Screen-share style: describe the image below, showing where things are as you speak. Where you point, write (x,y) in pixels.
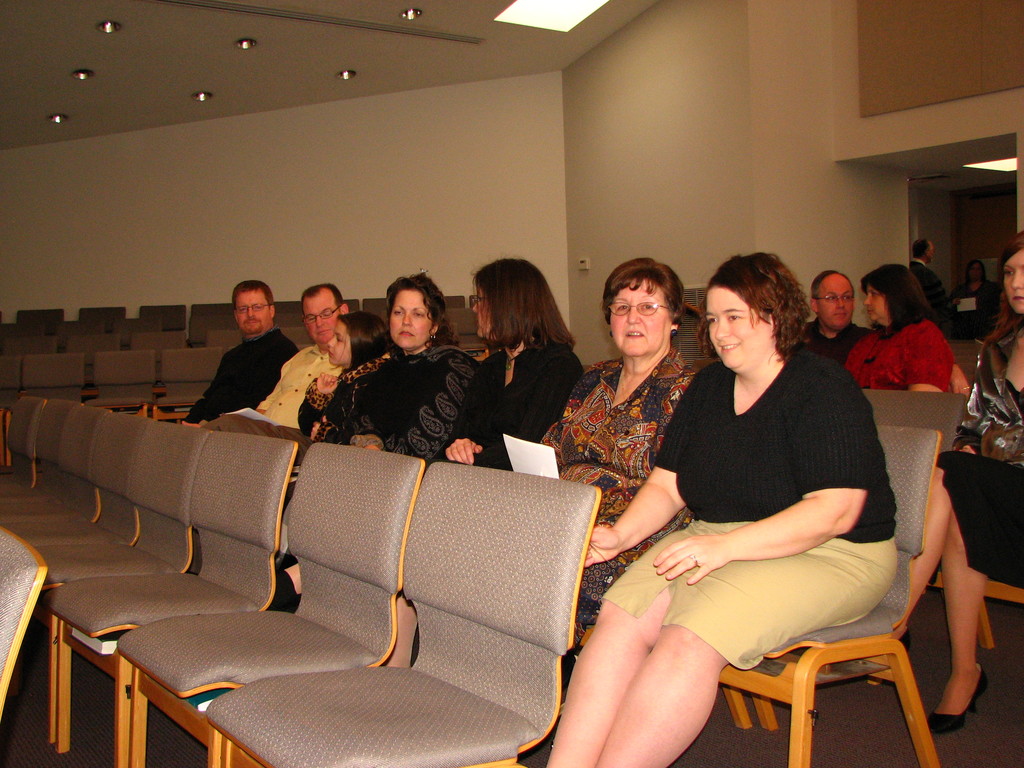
There are many people (437,398) sitting in the chairs (909,478) in this picture. There are both men (217,370) and women (600,413) in this group (717,410). There are some empty chairs (329,541). In the background (340,214) there is a wall (394,136) and a light (539,6) here.
